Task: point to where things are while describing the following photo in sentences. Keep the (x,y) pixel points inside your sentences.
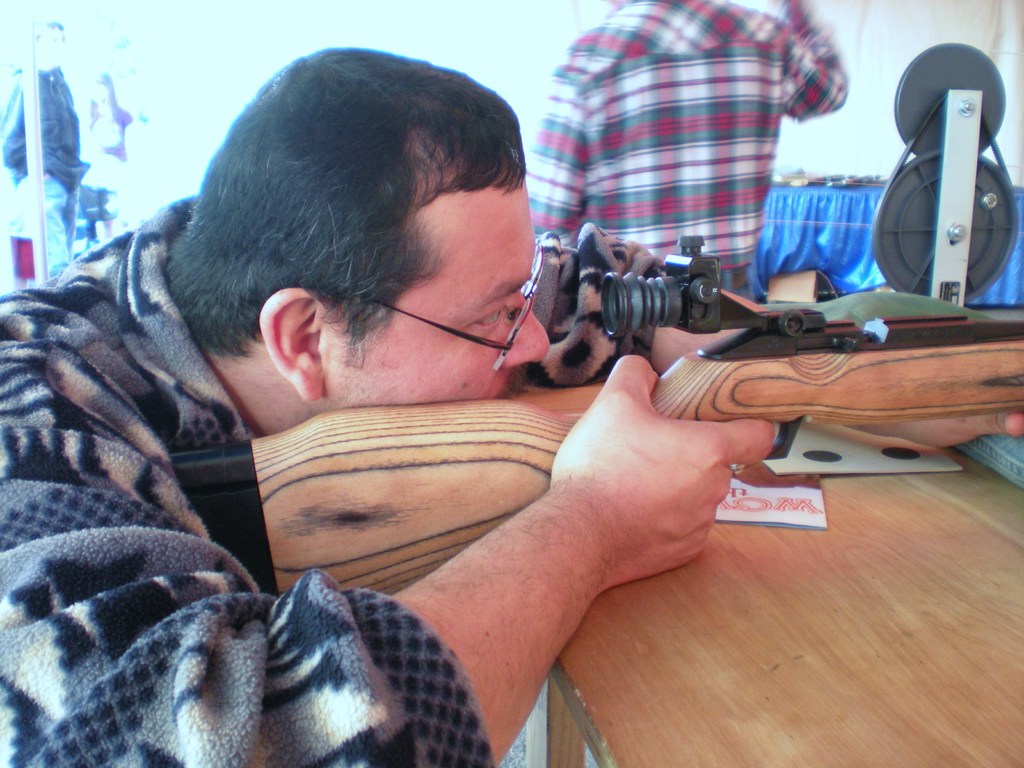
In the picture we can see a man (180,323) holding a gun (309,535) and keeping the aim to something and besides we can see a person (757,24) standing.
